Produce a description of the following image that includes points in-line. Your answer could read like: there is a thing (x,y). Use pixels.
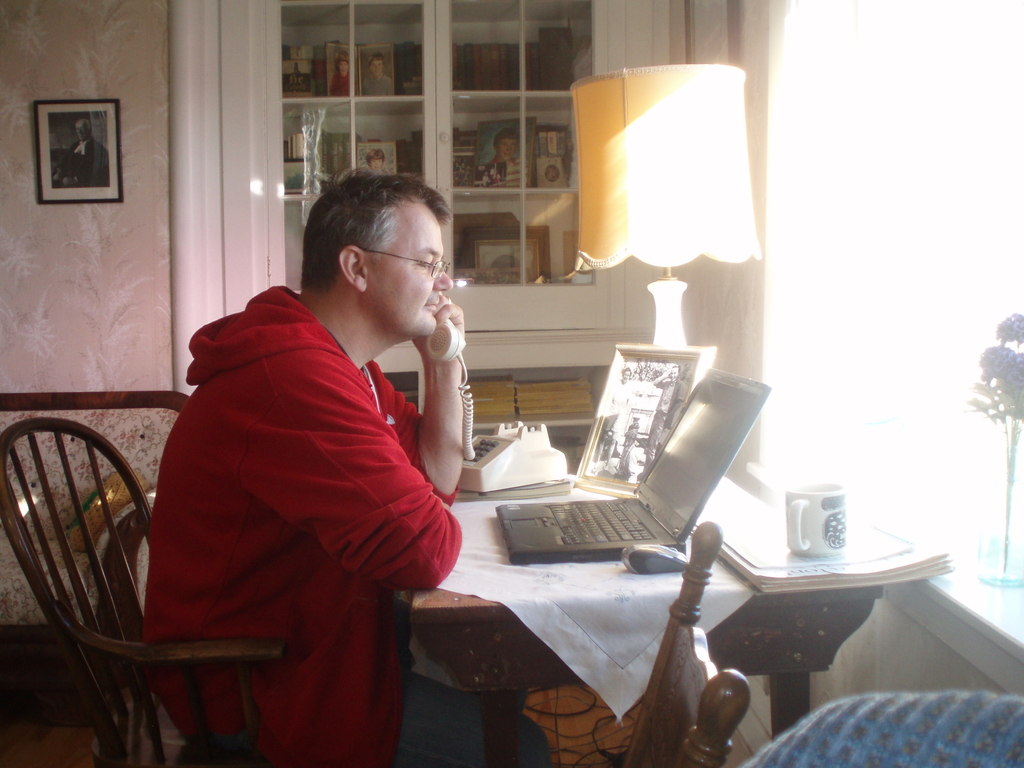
In this image i can see a person (271,475) sitting on a chair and holding a telephone (452,329) in his hand (457,321), there is a table (501,631) in front of him on which there are a laptop (598,557), a cup (842,549), a photo (653,409) and a lamp (694,236). In the background (256,197) i can see a wall (99,257), a couch (131,419), a photo frame (92,192) and shelves (452,96). To the right corner of the image (1003,574) i can see a flower vase (1022,543).
